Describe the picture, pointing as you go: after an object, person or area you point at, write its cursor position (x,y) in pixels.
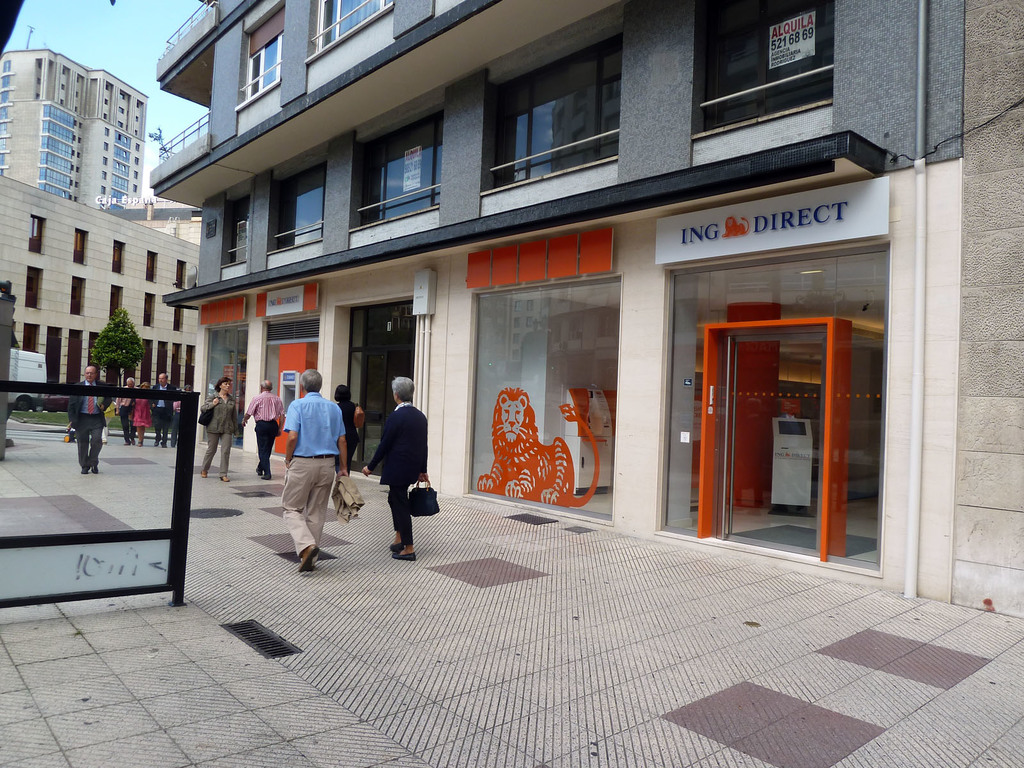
This image is taken outdoors. At the bottom of the image (288,680) there is a floor (566,641). At the top of the image (67,22) there is the sky (118,8). In the background (106,274) there are a few buildings (91,229) with walls (117,225), windows (162,356), doors (74,363), pillars (62,366) and roofs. There is a tree (133,357). There is a ground (31,416) with grass (66,413) on it. In the middle of the image (355,437) a few people (150,402) are walking on the floor (546,558). On the right side of the image (840,329) there is a building (467,131) with walls (663,313), windows (260,68), railings (204,122), balconies (182,39) and doors (372,338). There are a few boards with text (784,217) on them.
